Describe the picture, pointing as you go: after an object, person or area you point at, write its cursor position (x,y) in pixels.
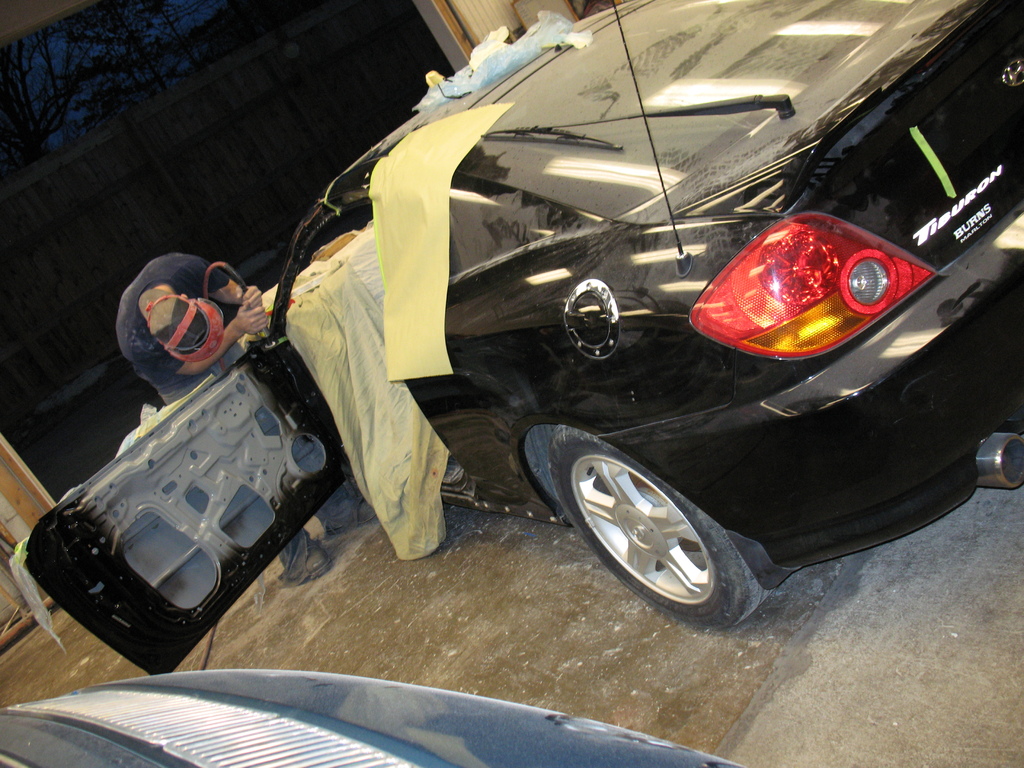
Here we can see a car (647,413), cloth (416,550), paper (407,326), and person (184,321). There is a dark background (310,80).
